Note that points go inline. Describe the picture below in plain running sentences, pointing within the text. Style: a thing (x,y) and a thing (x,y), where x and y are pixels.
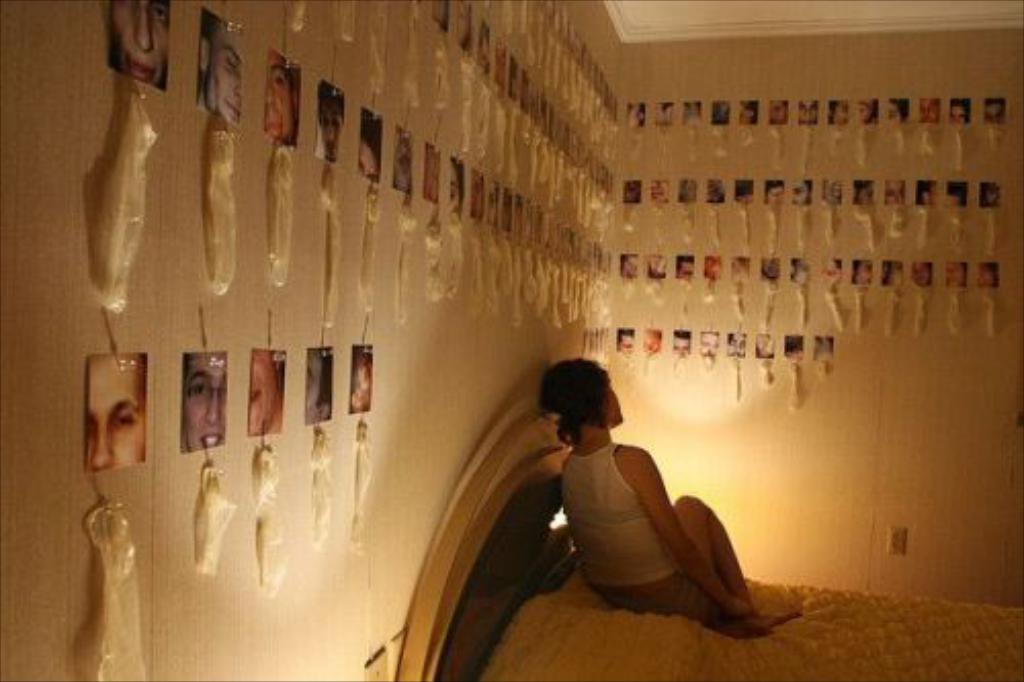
This picture shows a woman (645,539) seated on the bed (780,641) and we see many photos (362,368) on the wall (164,302).
